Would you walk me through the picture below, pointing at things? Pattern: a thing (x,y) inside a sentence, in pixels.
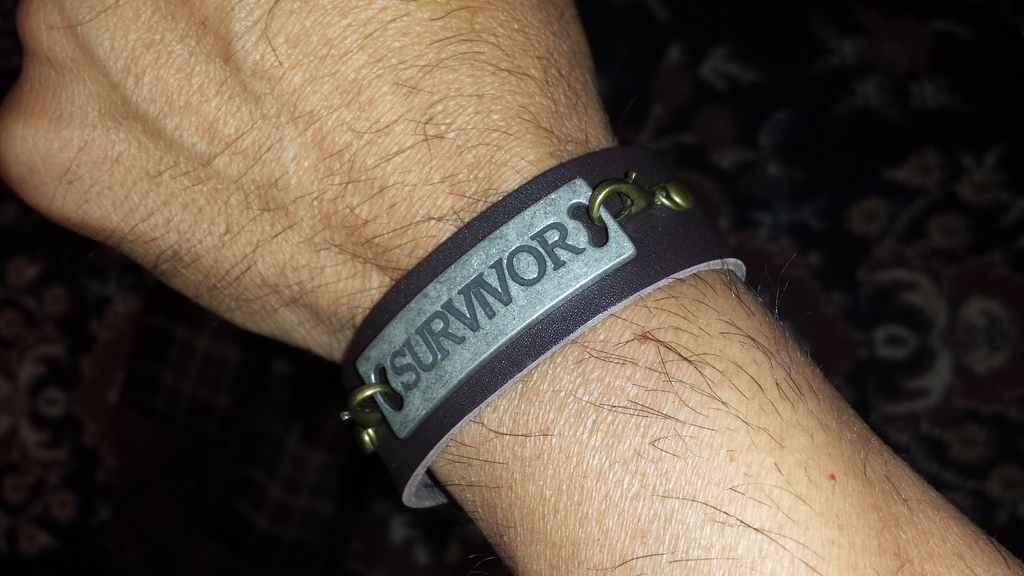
In this image I can see the band (497,323) to the person's hand (519,414). On the band (470,392) I can see the name survivor (438,350) is written. And there is a black and white color background (226,366).
